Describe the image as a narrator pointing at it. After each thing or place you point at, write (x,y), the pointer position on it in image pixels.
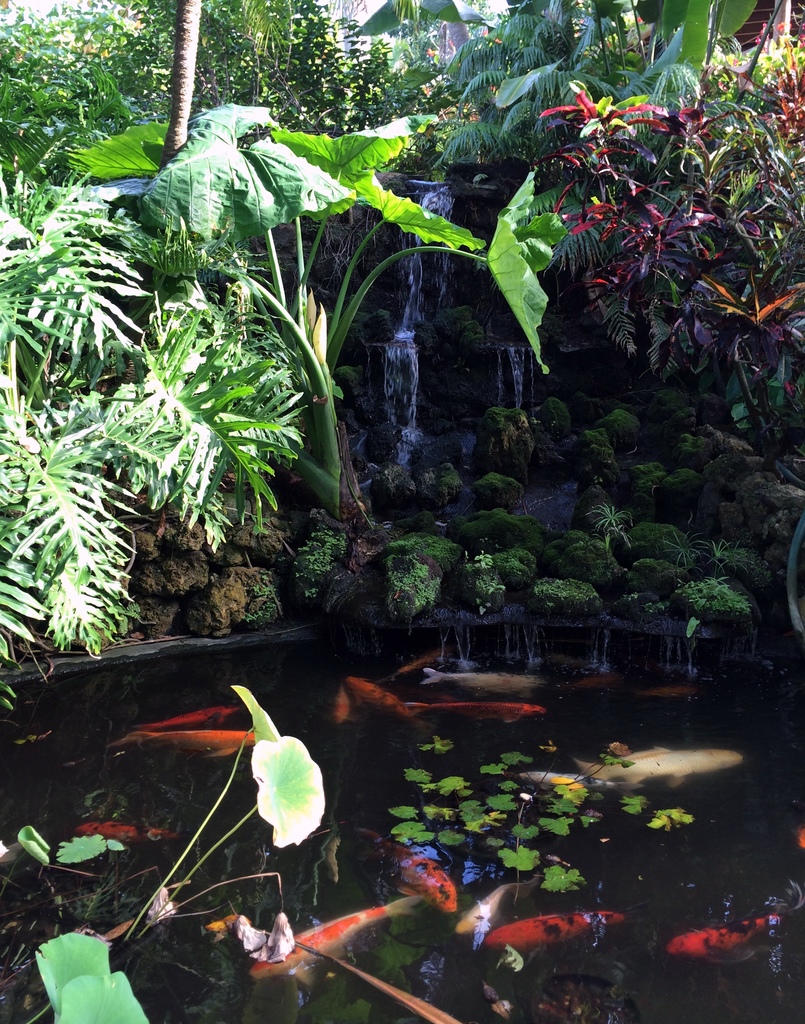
In this pond (615,715) we can see leaves (294,802) and fishes (368,910). Background (611,545) there are plants (802,204), trees (494,50), rock (775,518) and waterfall (405,318). On these rocks (575,540) there is a grass (394,549).
